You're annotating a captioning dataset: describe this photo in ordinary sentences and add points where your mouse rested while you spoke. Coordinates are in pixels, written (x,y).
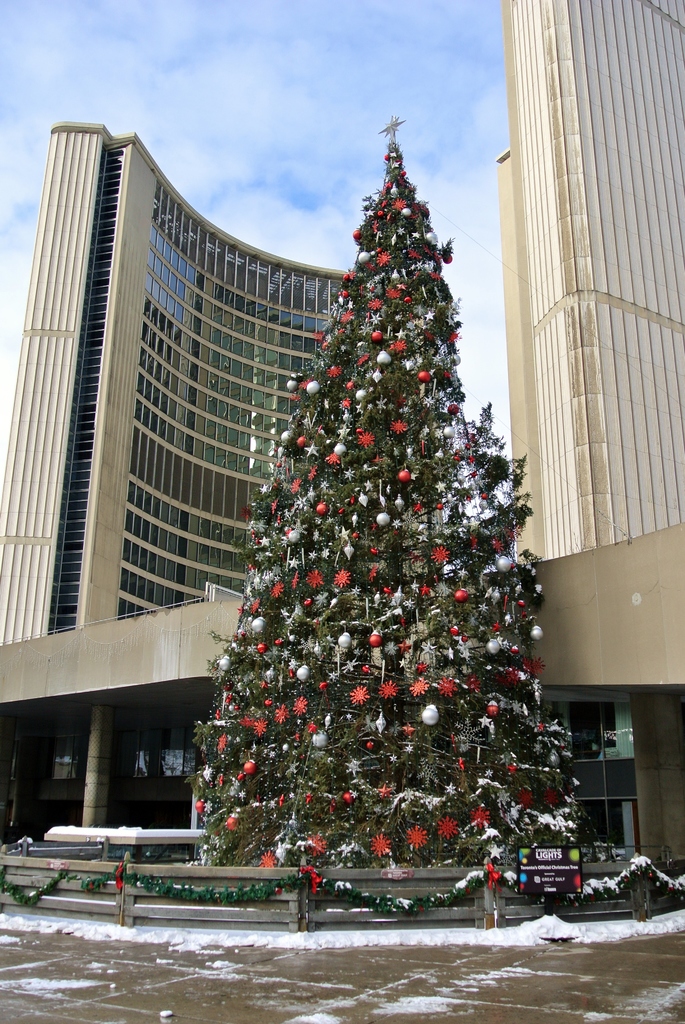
This image is taken outdoors. At the top of the image (239,94) there is a sky (275,95) with clouds (240,119). At the bottom of the image (274,986) there is a floor (284,972). In the background (128,698) there are two skyscrapers (180,447). In the middle of the image (295,603) there is a Christmas tree (434,851) decorated with many decorative items (456,409). There is a wooden fence (216,888) and there is a board (533,882) with a text (549,888) on it. There is snow (644,931) on the floor (449,947).
